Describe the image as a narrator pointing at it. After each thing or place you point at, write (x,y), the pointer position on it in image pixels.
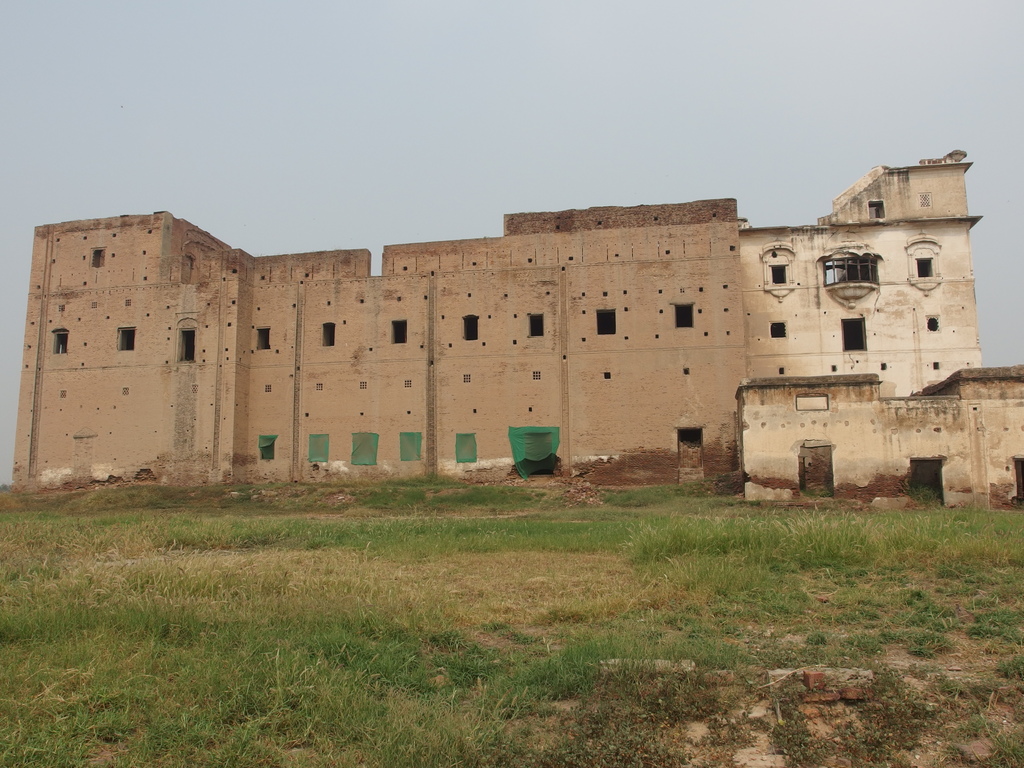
This image consists of grass (551,556), stones (827,601), buildings (517,385), some objects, windows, metal rods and the sky (477,67). This image is taken may be during a day.
